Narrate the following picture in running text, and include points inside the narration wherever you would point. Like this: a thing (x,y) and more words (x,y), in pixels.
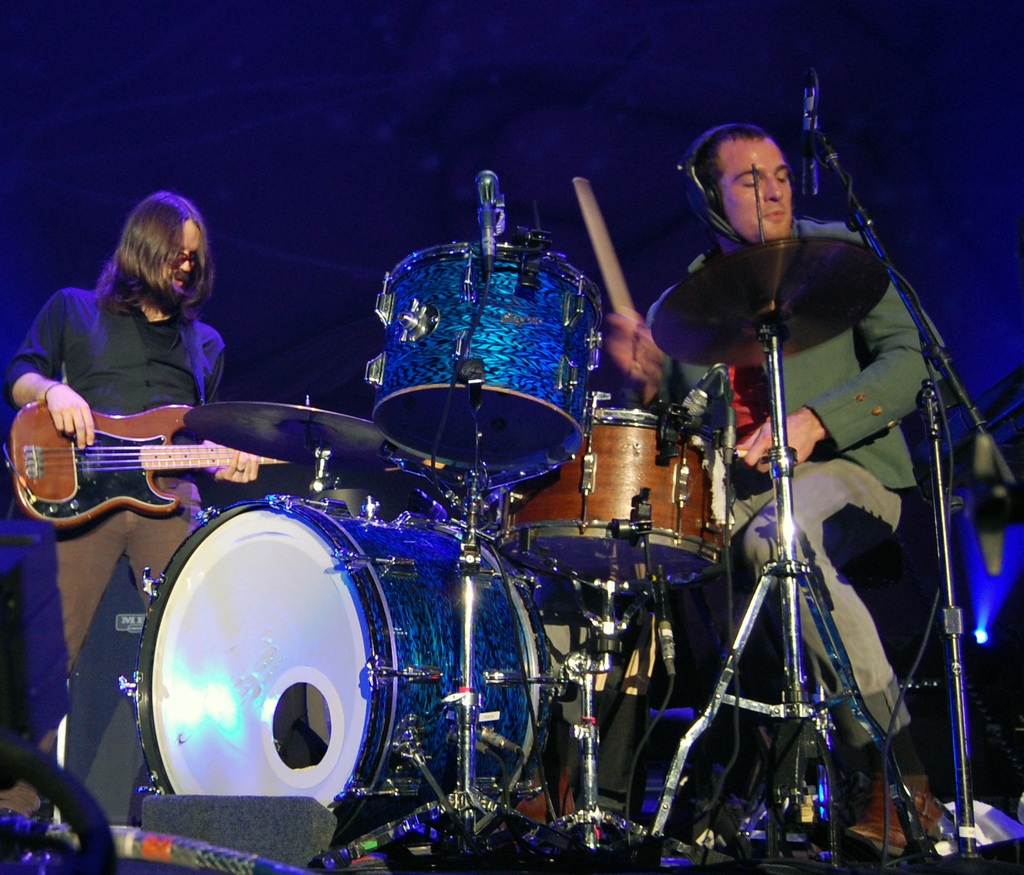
On the left (150,441) a man (190,370) is playing the guitar (150,441). On the right (888,484) a man (747,431) is sitting in the chair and beating the drums (690,452).
